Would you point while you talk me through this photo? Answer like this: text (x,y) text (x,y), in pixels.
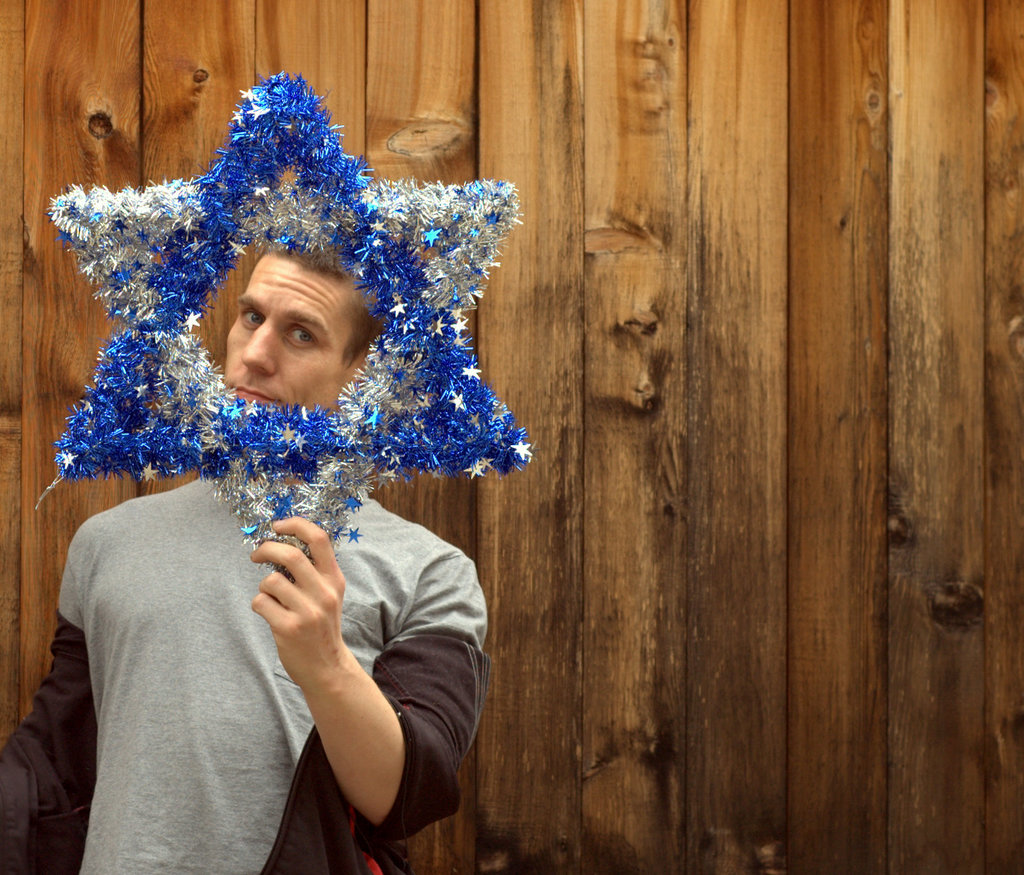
In this image I can see a man (291,637) is holding the star (362,405), he wore t-shirt (264,692). Behind him there is the wooden wall (629,397).
